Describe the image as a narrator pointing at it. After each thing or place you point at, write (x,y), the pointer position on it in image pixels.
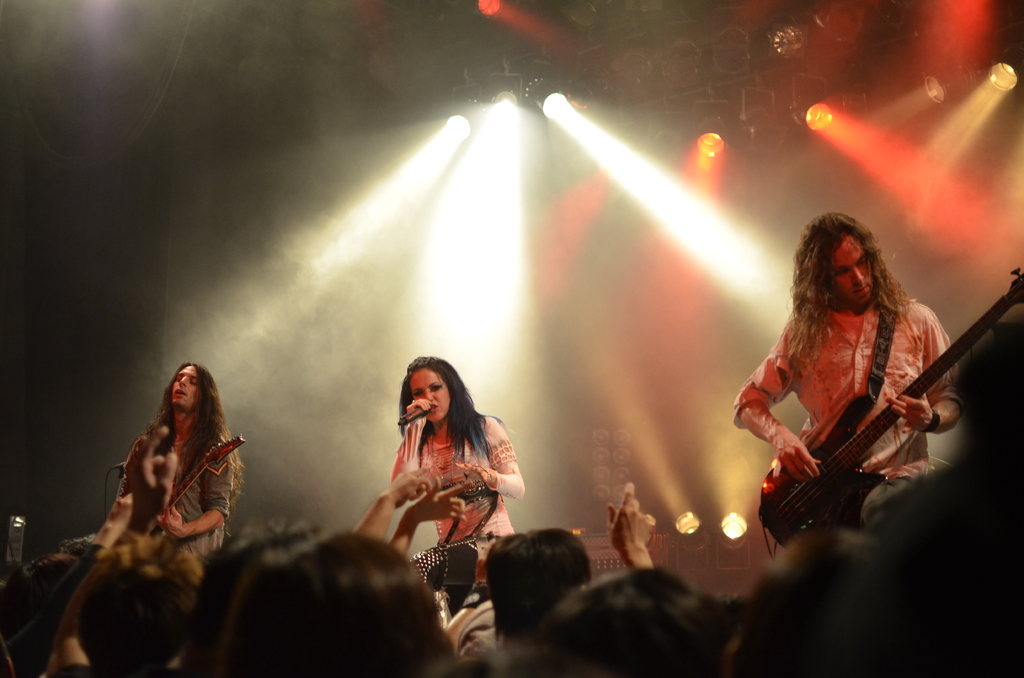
There are people (881,513) standing on a stage (642,502) playing a guitar (960,361) and one woman (422,384) is singing on the microphone (421,408).
